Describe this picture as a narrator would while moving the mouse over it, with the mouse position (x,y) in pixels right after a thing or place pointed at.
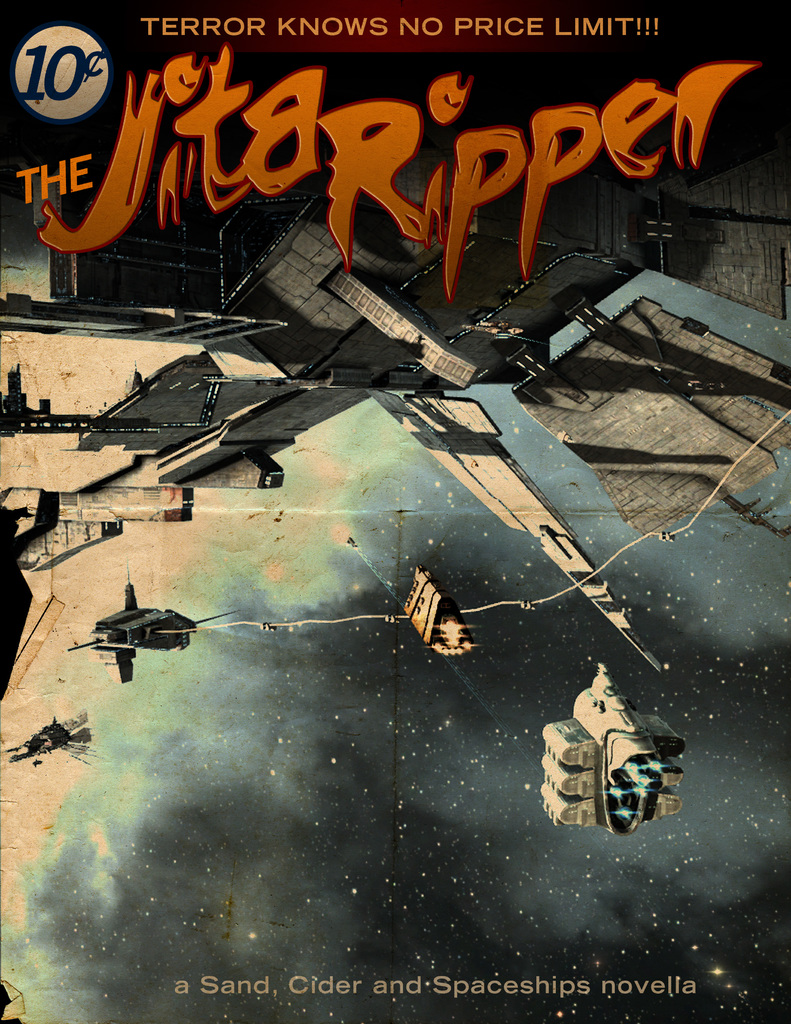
In this image, we can see a poster (609,299), on the poster (629,310), we can see a building (638,330), skyrocket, we can also see some text (355,160) written on the poster (735,206).
